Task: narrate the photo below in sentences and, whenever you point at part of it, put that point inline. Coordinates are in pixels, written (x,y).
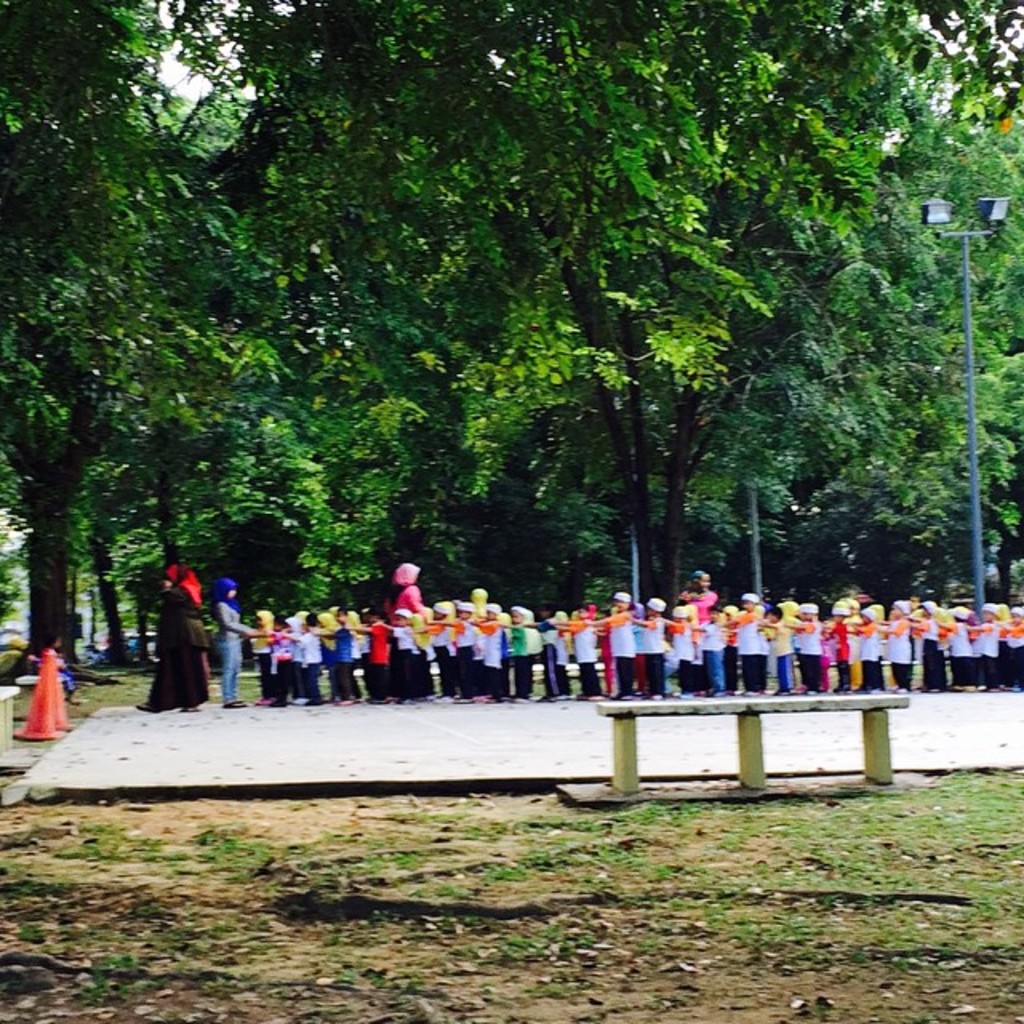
In this image, we can see persons (248,627) and some kids (441,682). There is a bench (726,704) in the middle of the image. There are divider cones (57,712) on the left side of the image (57,696). There is a pole (976,533) on the right side of the image (982,541). In the background (969,560), we can see some trees (339,278).
